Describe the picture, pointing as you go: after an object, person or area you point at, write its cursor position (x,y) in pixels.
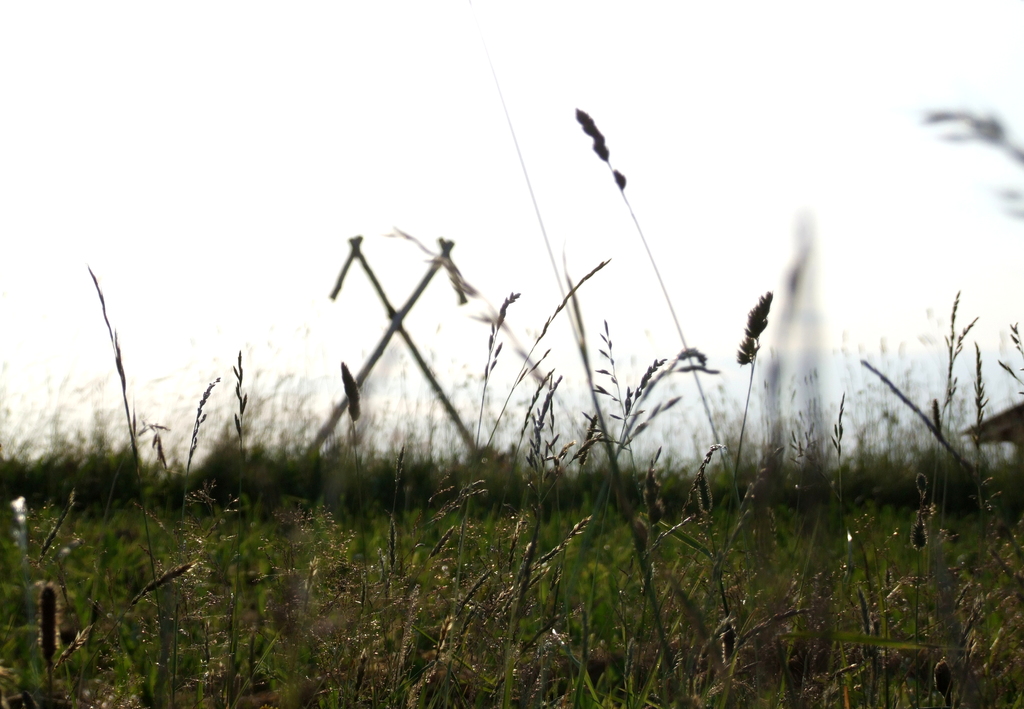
There are plants (90,608) having seeds (205,398). In the background (634,448), there are plants (818,473) and there is sky (456,117).
